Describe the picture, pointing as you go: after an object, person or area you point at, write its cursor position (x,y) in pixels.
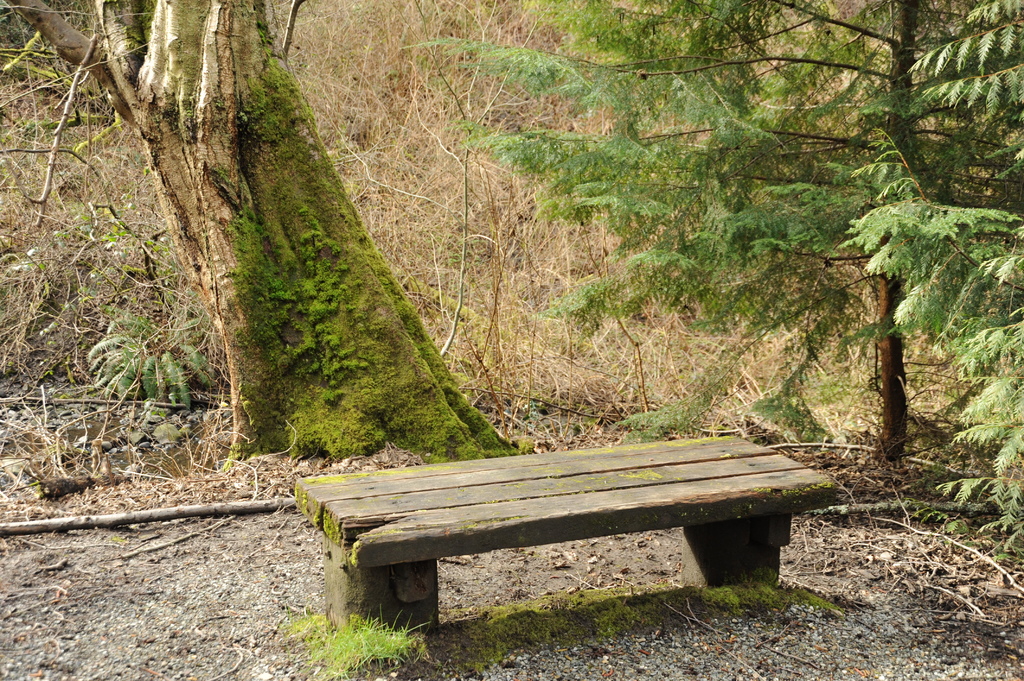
In this picture we can see a bench (344,565). Behind the bench (404,521), there are trees (600,207), grass (504,343) and there is moss (305,293) on the tree trunk (314,346).
